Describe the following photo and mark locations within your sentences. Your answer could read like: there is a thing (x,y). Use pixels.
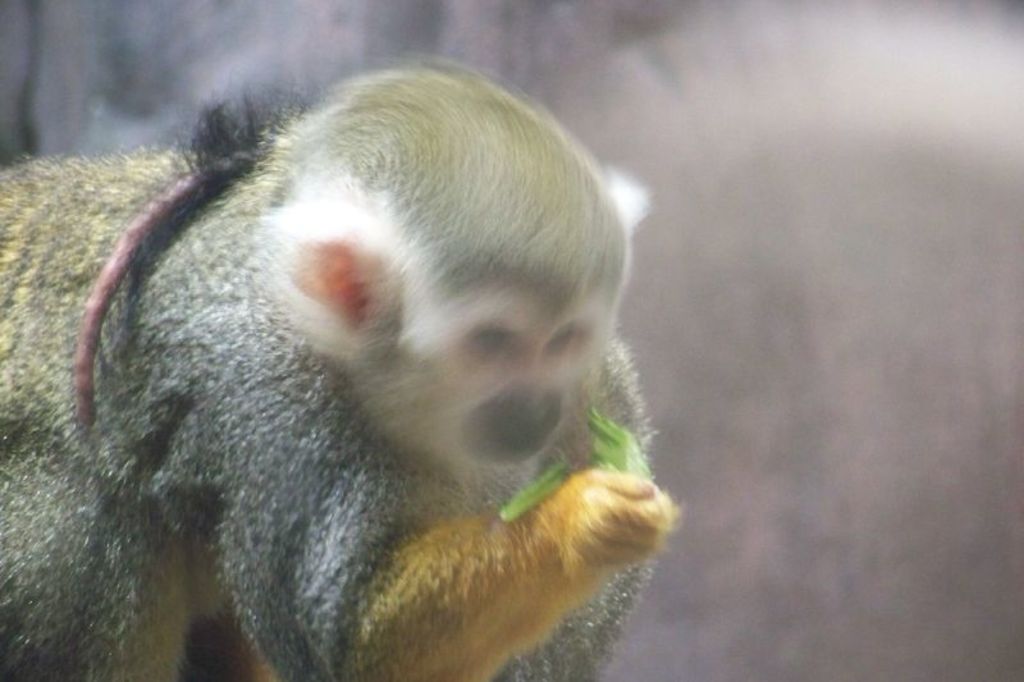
In this image I can see a monkey (304,374). The image is blurred in the background (803,204). The monkey (537,514) is holding something in the hand (580,501).
